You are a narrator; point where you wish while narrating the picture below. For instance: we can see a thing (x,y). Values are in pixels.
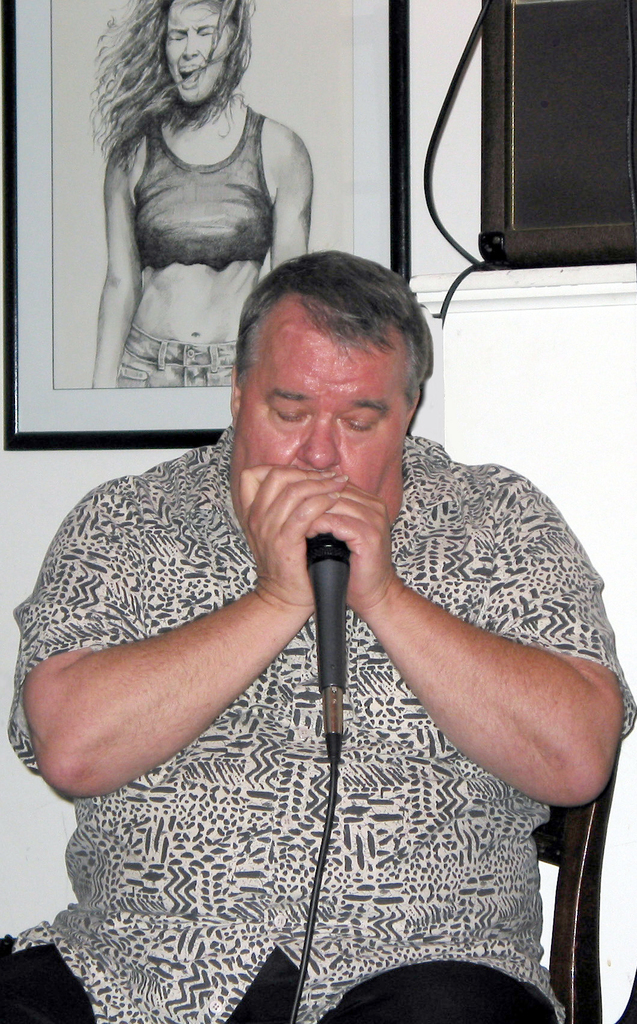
In the middle of the image (293,374) a man (401,420) is sitting on a chair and holding a microphone (321,563). Behind him there is a wall (591,524), on the wall (619,591) there is a frame (393,251).
